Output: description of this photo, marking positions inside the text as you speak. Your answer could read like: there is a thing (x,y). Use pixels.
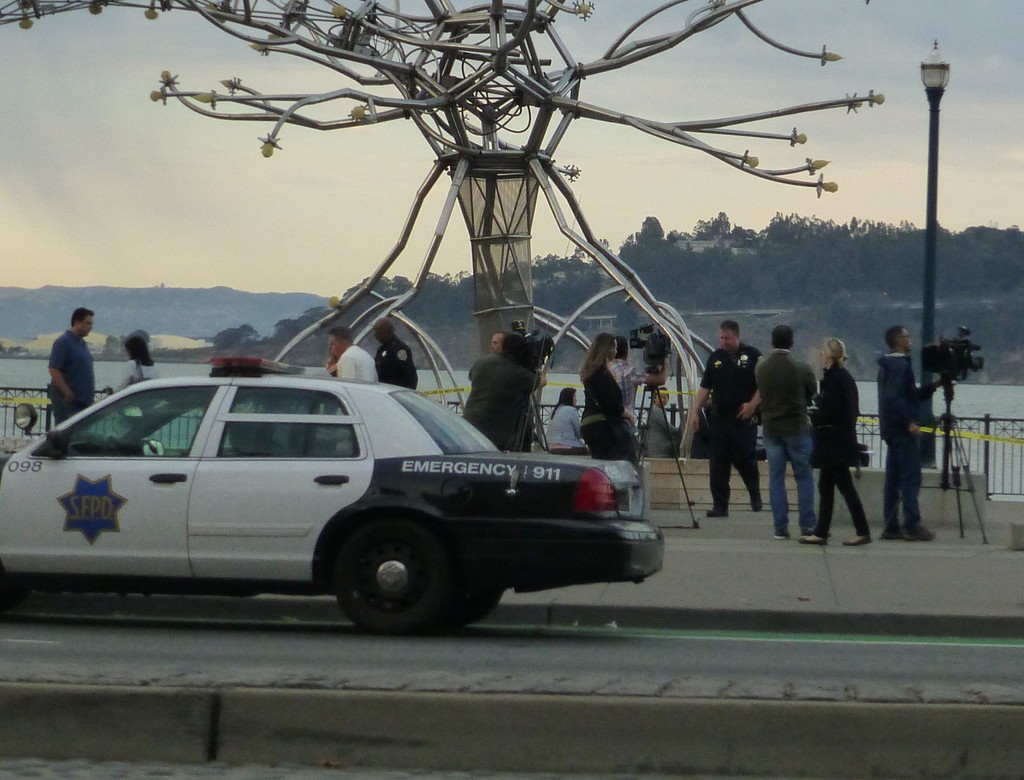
In this picture I can see there is a car (398,514) parked here and there are some people (507,397) standing here and in the backdrop (481,238) I can see there is a metal object (563,171), a pole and there is a lake (195,375), trees (272,326), mountain (456,332) in the backdrop (452,330) and the sky (385,151) is cloudy.
